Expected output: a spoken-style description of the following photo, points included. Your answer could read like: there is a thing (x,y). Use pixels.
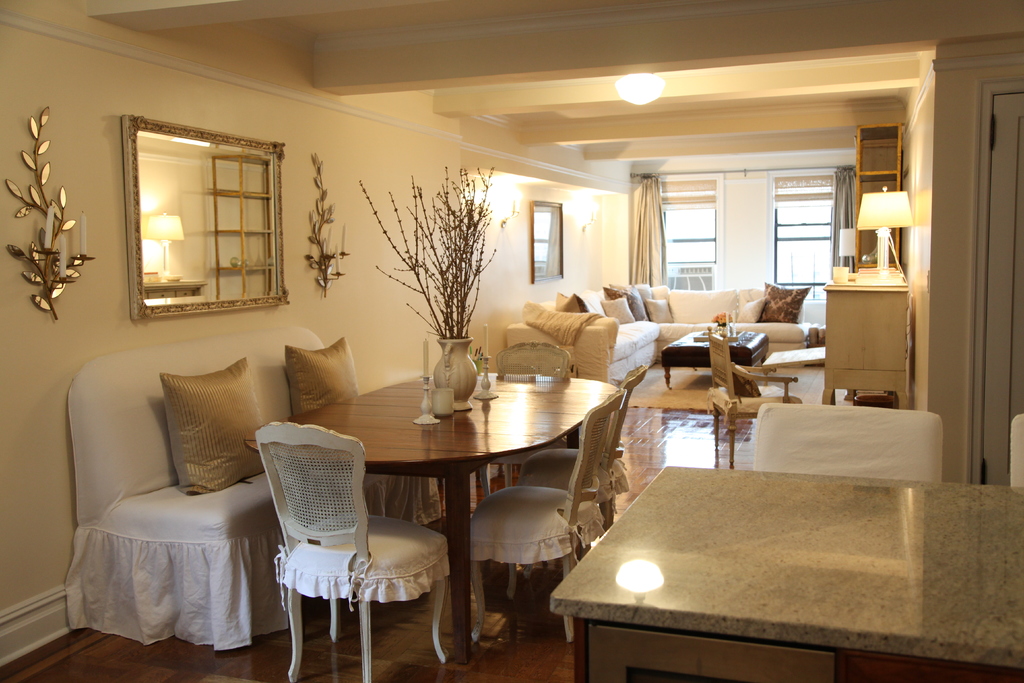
In this picture we can see sofas (111,457) with pillows (200,382) on it, tables (702,343) with candle stands (421,417), pot (450,346) with plant (450,327) in it, cup (439,413), some objects (717,331) on it, chairs (343,547), carpet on the floor (331,653), windows (792,226) with curtains (646,275), lamps (879,242), racks (893,190) and some objects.
